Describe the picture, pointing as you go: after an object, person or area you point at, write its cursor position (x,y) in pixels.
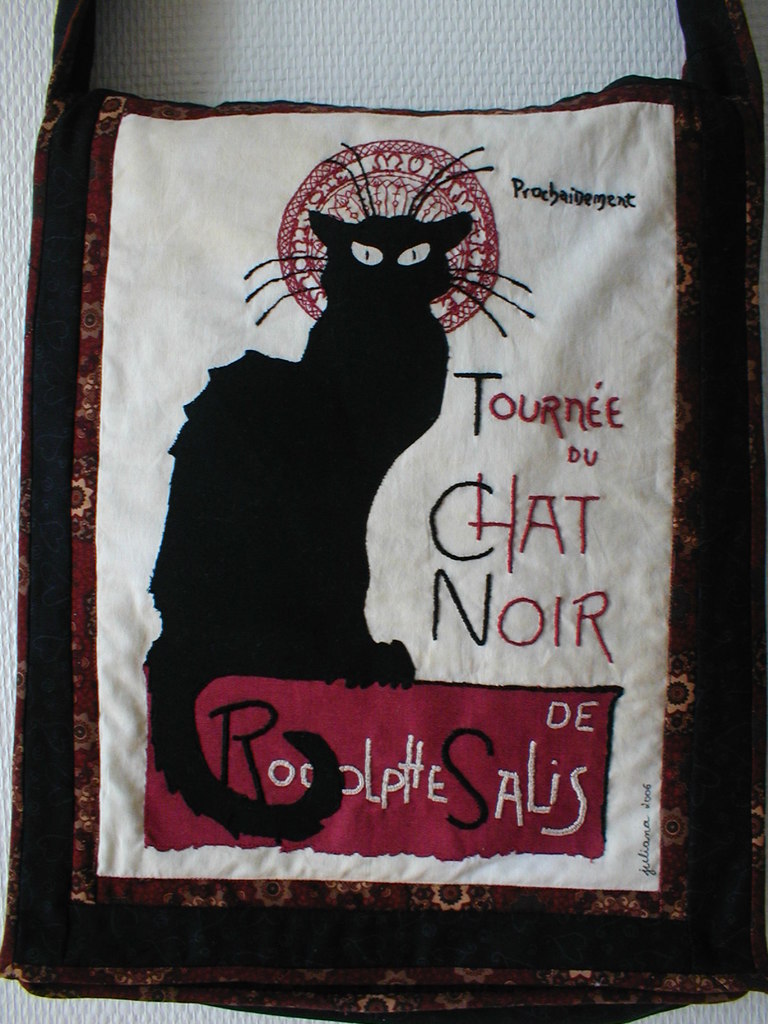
In this picture we can see a bag (138,851) on a white surface (583,27) and on this bag (235,372) we can see a cat (383,409) and some text (487,525).
